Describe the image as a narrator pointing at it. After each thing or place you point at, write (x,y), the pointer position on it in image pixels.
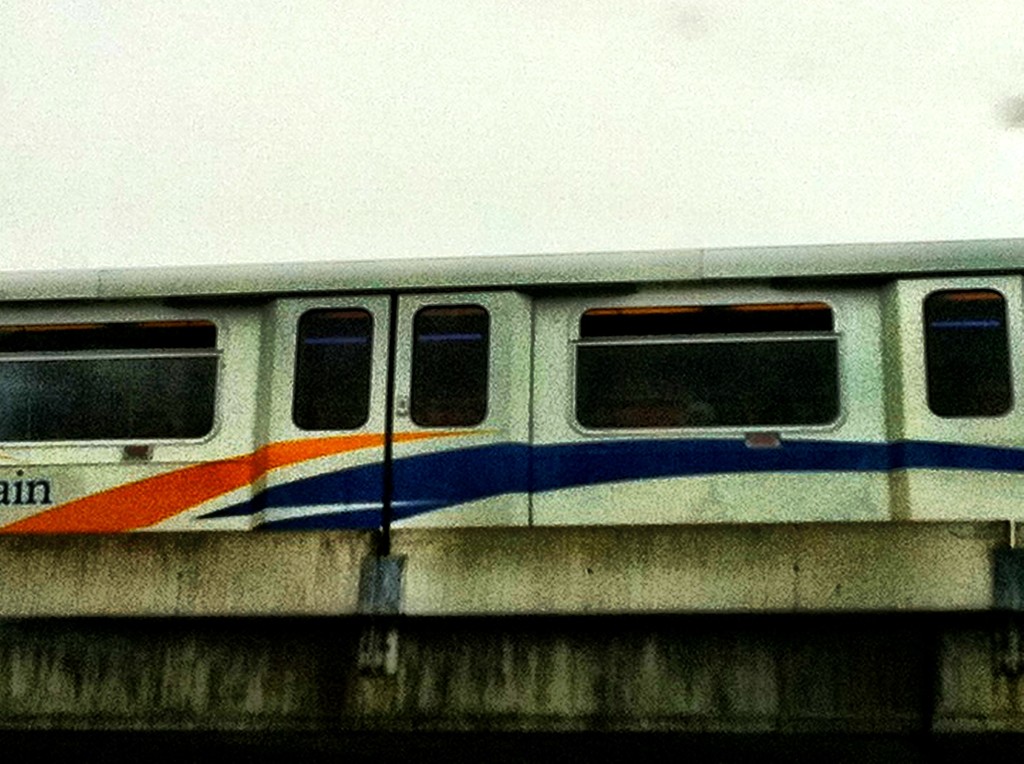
In this picture we can see a train (709,258) on the bridge (676,562).
